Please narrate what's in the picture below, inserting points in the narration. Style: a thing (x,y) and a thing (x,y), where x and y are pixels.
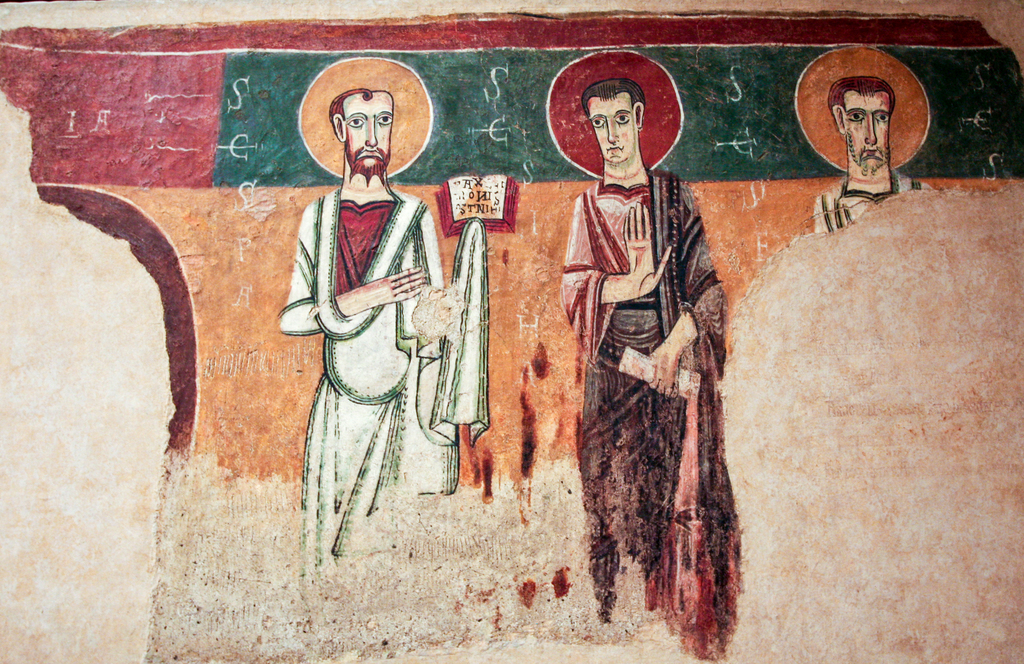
In this image I can see depiction painting (635,89) of people (853,101) on the wall (650,134). I can also see many colors in this painting (581,81).
